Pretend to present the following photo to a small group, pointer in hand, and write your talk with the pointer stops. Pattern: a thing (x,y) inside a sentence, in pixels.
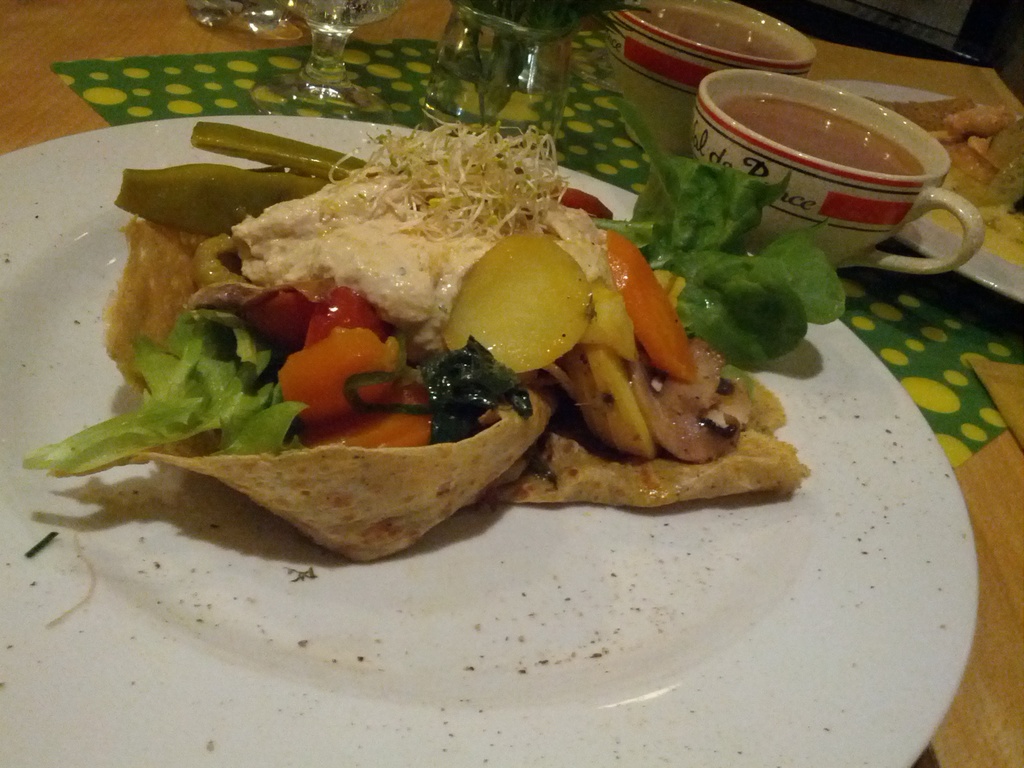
As we can see in the image there is a table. On table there are plates (423,553) cups (842,188), glasses (350,16) and dishes (404,314).
